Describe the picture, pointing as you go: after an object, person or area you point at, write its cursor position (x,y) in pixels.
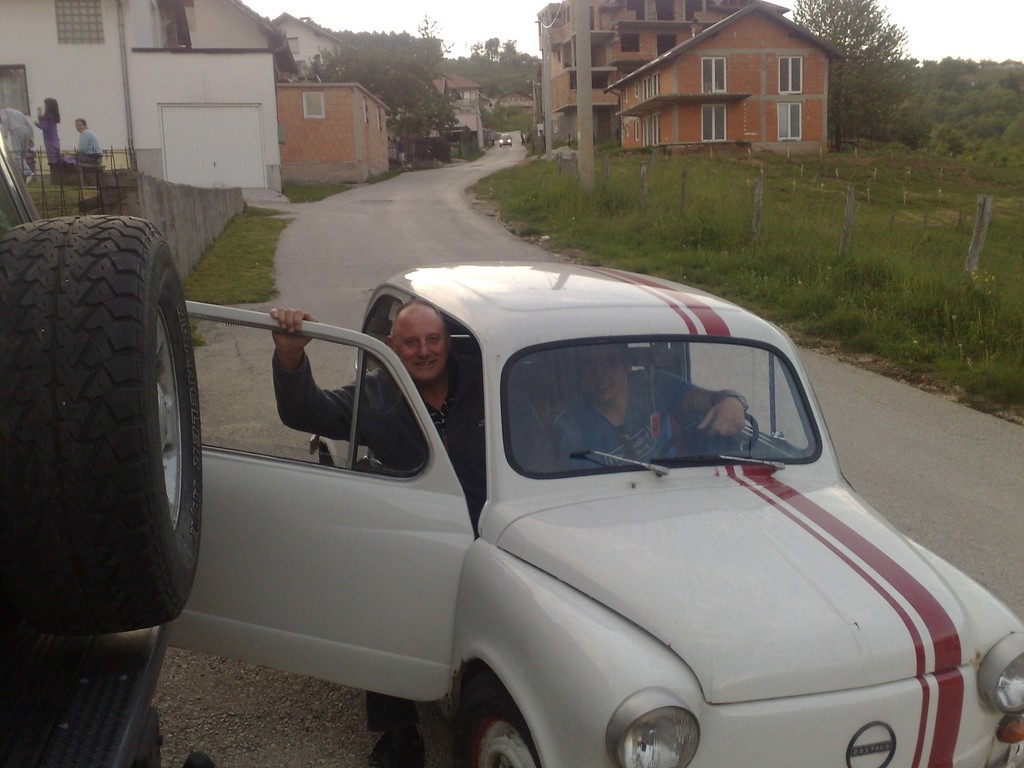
Here in this picture we can see a car (728,465) present on the road (509,152) and we can also see people (482,468) present in it and we can see the person (431,374) is smiling and on the left side (170,397) we can see a stepney wheel (183,401) present and behind that we can see number of houses (263,133) with windows (716,112) on it present and we can see the ground (540,173) is covered with grass (813,235) and we can also see plants (437,67) and trees (875,60) present all over there and we can also see other people (89,153) standing and sitting and we can also see other cars (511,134) present and we can see the sky (452,17) is cloudy.
